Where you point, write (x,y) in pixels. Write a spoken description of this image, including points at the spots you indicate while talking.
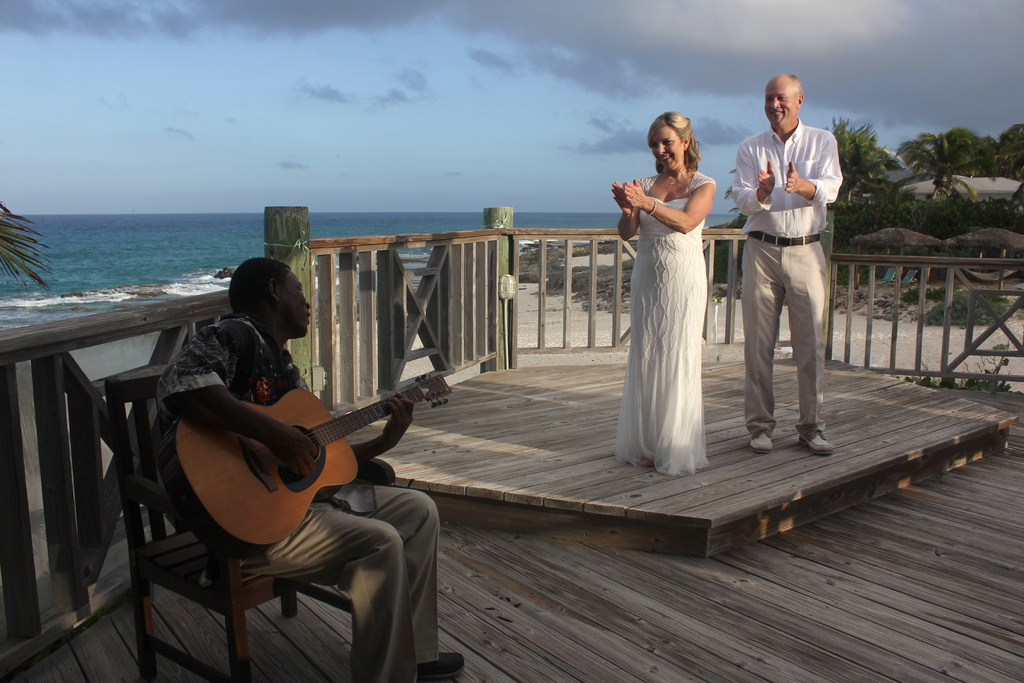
A person (217,331) is sitting on a chair (200,548) and playing guitar (251,460). A man (778,155) and a woman (675,211) is clapping. And there is a wooden floor (605,475) and a wooden railing (919,288). In the background (965,220) there are trees (895,190), rocks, sky (282,187) and water (167,233).
